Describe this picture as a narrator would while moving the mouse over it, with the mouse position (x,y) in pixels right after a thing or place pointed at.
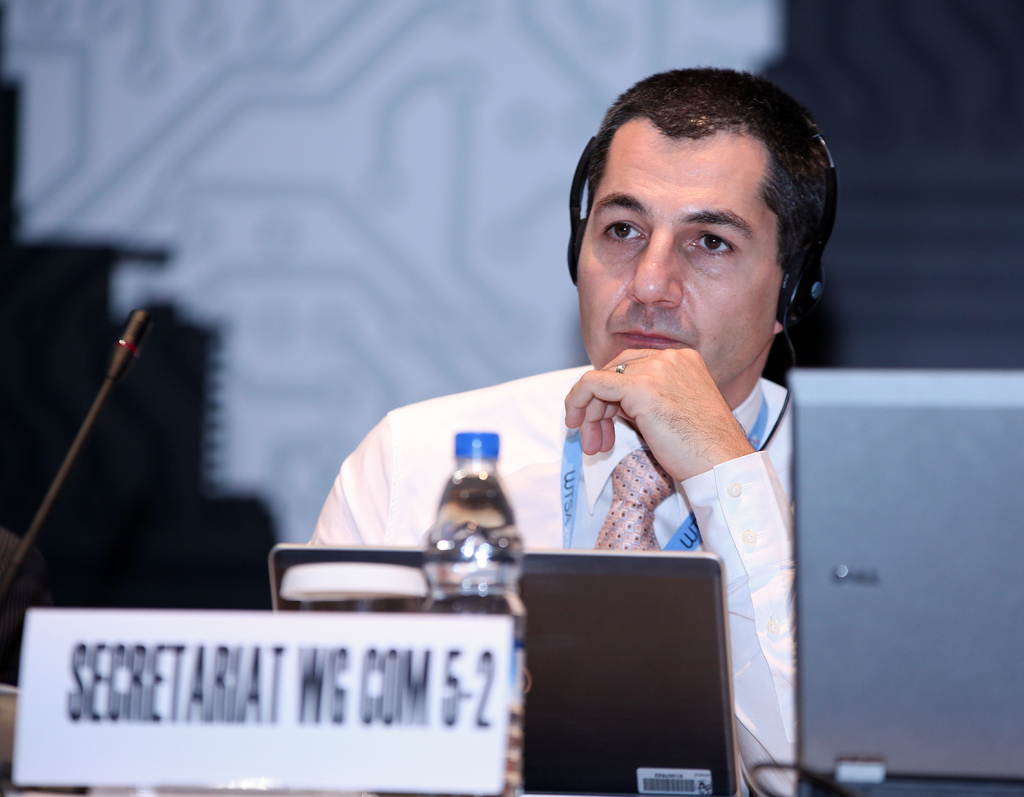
This picture is clicked inside. On the right (884,548) there is a Laptop (895,725) placed on the top of the table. In the center (518,497) there is a Man (591,228) wearing headphones (578,231), sitting and gazing. In the left corner (122,366) there is a microphone (112,383). In the foreground (475,622) there is a Laptop (600,616), a water bottle (437,559) and a Designation plate (313,716) placed on the top of the table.
